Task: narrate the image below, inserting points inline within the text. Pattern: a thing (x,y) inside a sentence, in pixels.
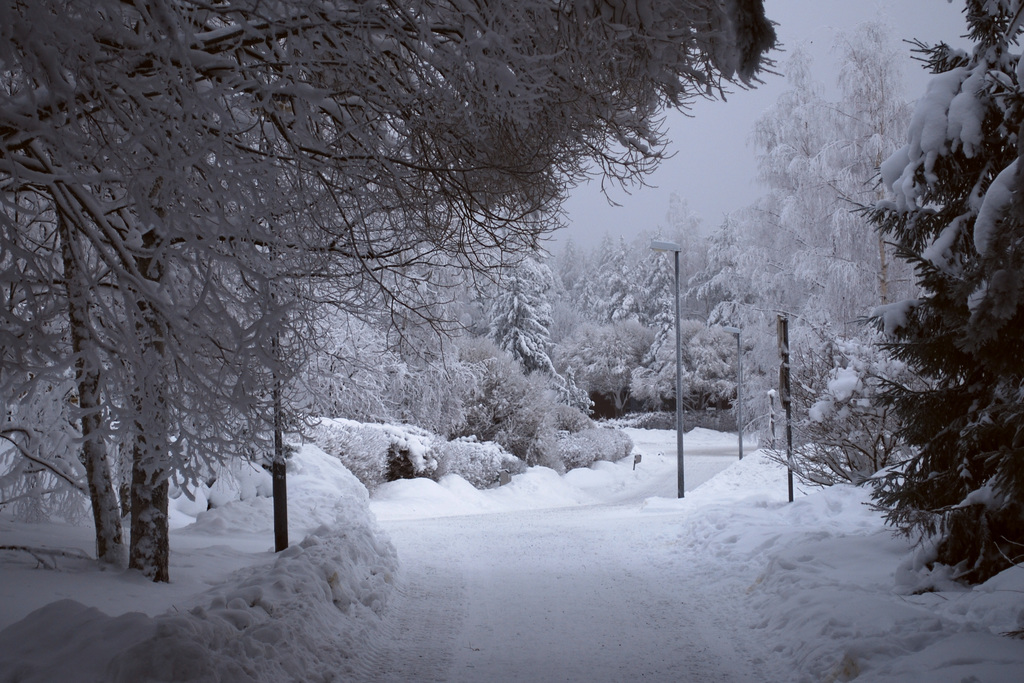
In this picture I can observe some snow (641,446) on the land (639,558). On either sides of the picture I can observe some trees (468,305). There is a path (585,597) in the middle of the picture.
